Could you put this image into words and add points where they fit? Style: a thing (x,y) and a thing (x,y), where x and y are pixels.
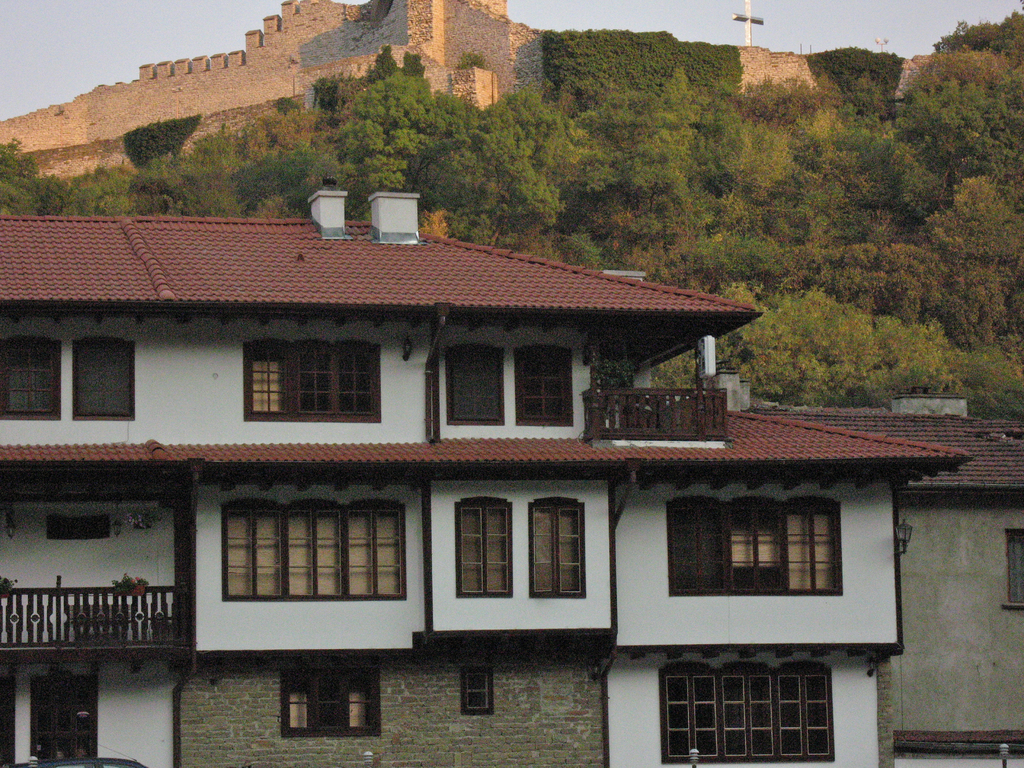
In this picture there are buildings (681,575). On the left side of the image (112,763) there might be a vehicle (54,761) and there are plants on the railing (141,615). At the back (141,148) there is a fort (358,38) and there are trees (759,257) and there is a sculpture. At the top (26,13) there is sky (46,16).
